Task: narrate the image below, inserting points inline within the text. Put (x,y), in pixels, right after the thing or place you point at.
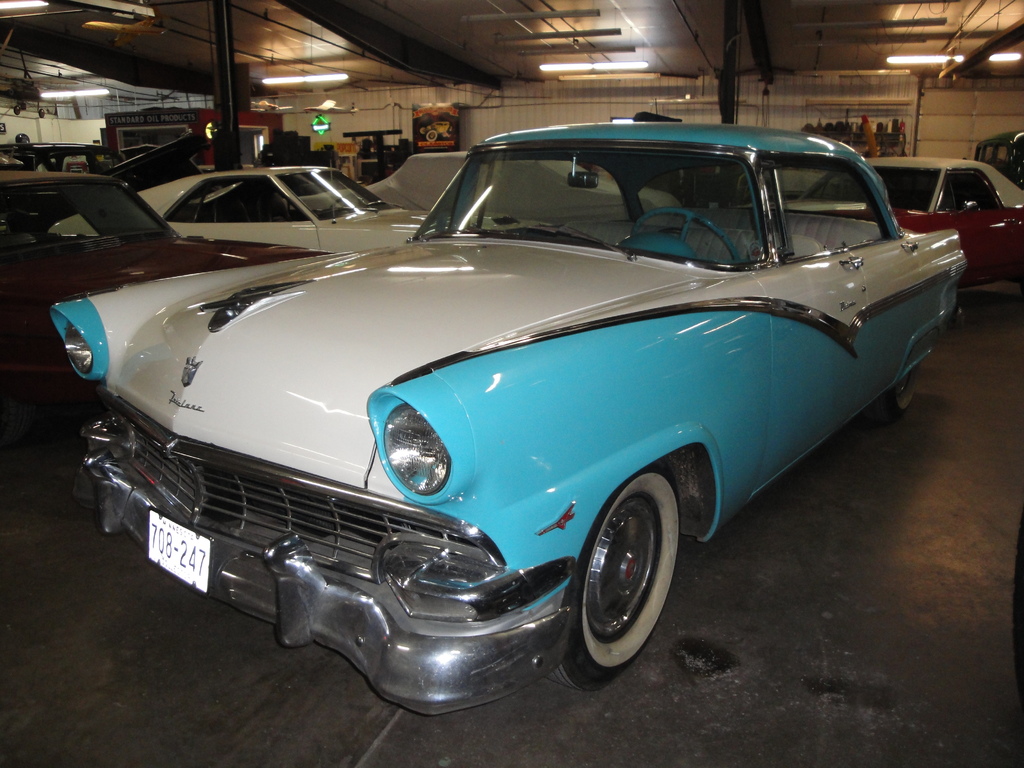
In the foreground of this image (481,428), there is a car (472,442) on the floor (734,671). In the background (112,205), there are few vehicles (123,168) under a shed (602,12). We can also see few lights (328,77) and objects (432,134) in the background (447,129).
